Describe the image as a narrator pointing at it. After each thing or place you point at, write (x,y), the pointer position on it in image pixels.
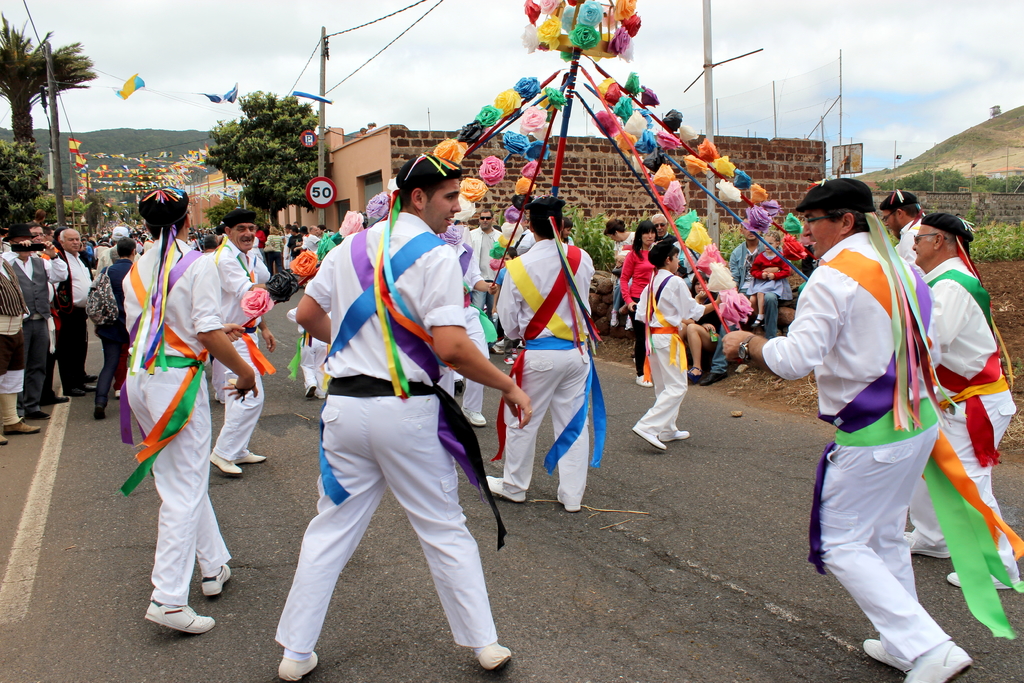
This image is clicked on the road (535,554). There are many people (483,340) standing on the road (308,410). They are dressed colorfully. To the right (786,153) there are buildings (392,137) and trees (270,130). In the background (141,131) there are mountains (127,138). At the top (208,45) there is the sky (301,23). Beside the road (493,548) there are poles (709,93) on the walkway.
